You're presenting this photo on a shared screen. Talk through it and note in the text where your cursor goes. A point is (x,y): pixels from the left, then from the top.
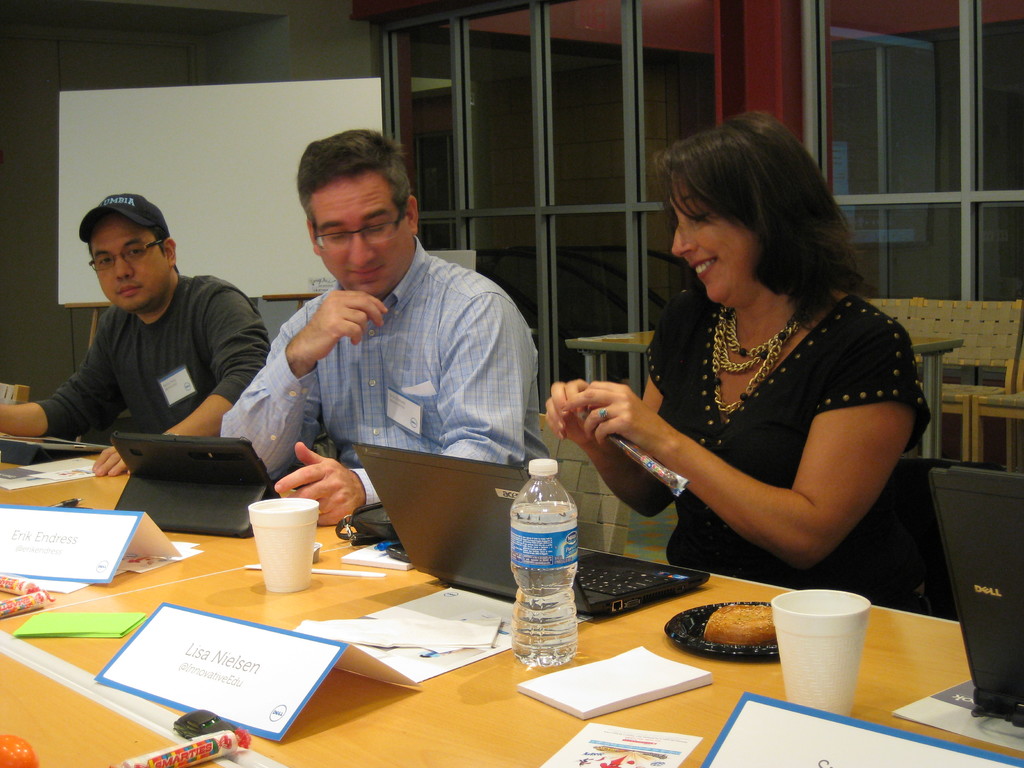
In this picture, there are three people (211,365) sitting beside the table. On the table (249,543), there are papers (248,670), books (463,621), laptops (501,523), devices (65,451) etc are placed. Towards the right (779,321), there is a woman (720,336) wearing black dress (788,434). Towards the left (103,314), there are two men (132,354). One of the man (140,369) is wearing t shirt (233,300) and another man (322,318) is wearing shirt (454,356). Behind, them there is a whiteboard (262,191). In the background (581,267), there is a glass wall (501,234).
